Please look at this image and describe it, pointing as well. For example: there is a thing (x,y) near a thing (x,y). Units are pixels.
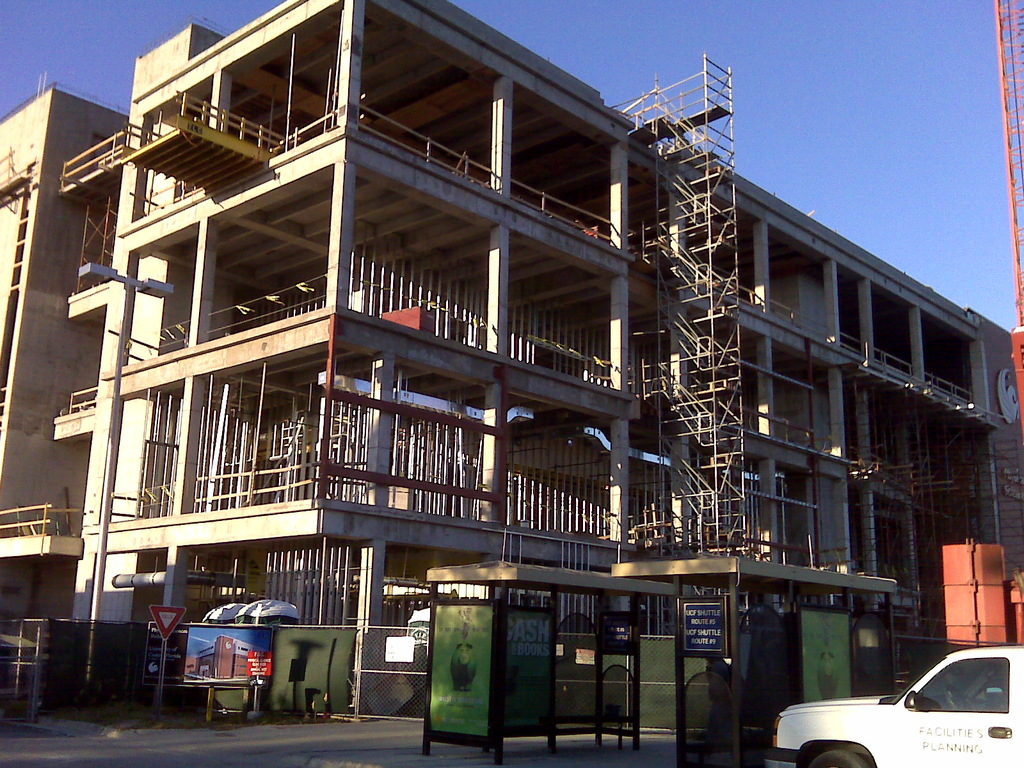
In this picture we can see the buildings (532,348), rods (719,434). At the bottom of the image (307,705) we can see the boards (528,623), shed (736,695), grilles (362,663), road (143,766), vehicle (861,716). On the right side of the image (1023,156) we can see a crane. At the top of the image (772,21) we can see the sky (91,44).
